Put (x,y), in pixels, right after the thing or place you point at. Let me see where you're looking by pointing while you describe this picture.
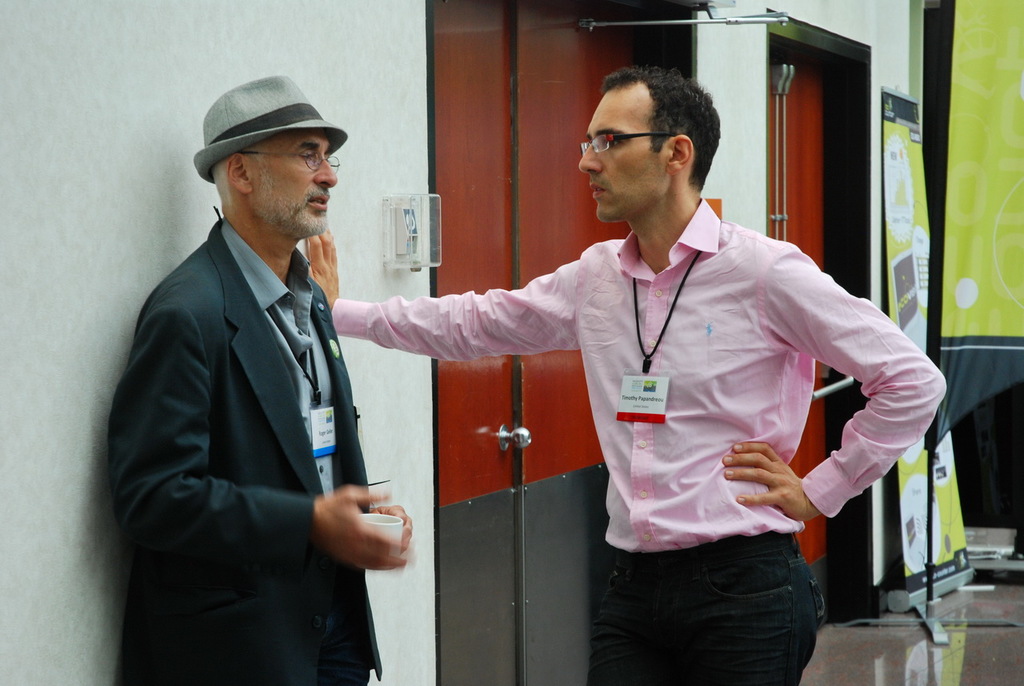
There are two men (621,600) standing and the left side person (273,520) is holding a cup (390,535) in his hands (376,544) and there is a hat (253,134) on his head (224,133). In the background (166,36) we can see wall (128,19), doors (455,181), hoardings (910,314), and an object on the wall (357,247).
